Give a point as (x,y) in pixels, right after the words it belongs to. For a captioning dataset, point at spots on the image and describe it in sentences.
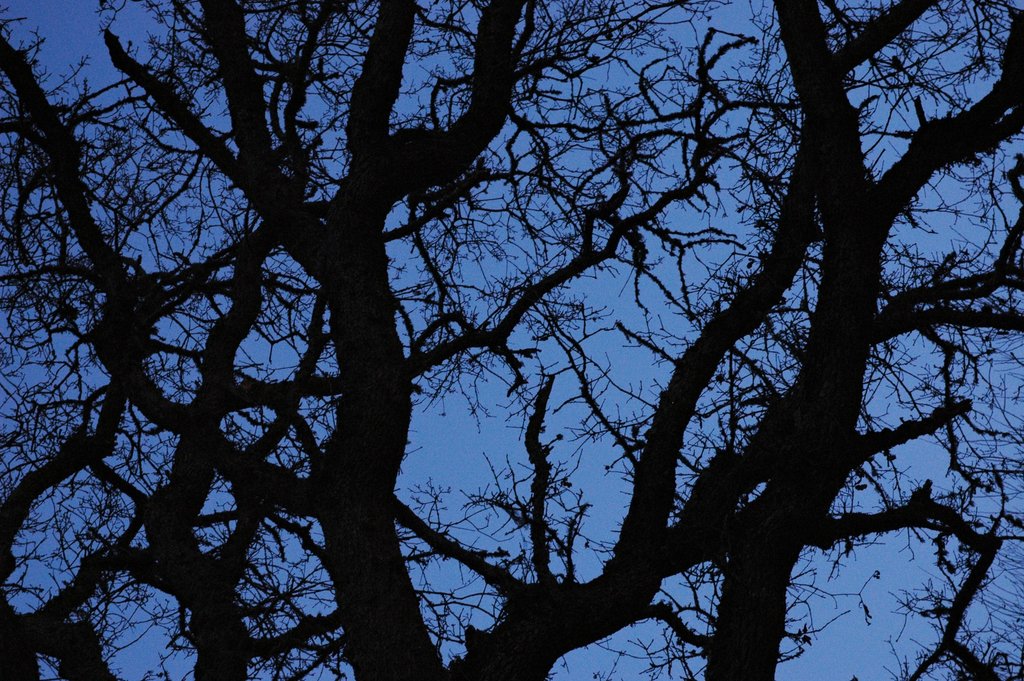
In this image there is a tree (850,372), in the background (58,50) there is the sky (497,427).
